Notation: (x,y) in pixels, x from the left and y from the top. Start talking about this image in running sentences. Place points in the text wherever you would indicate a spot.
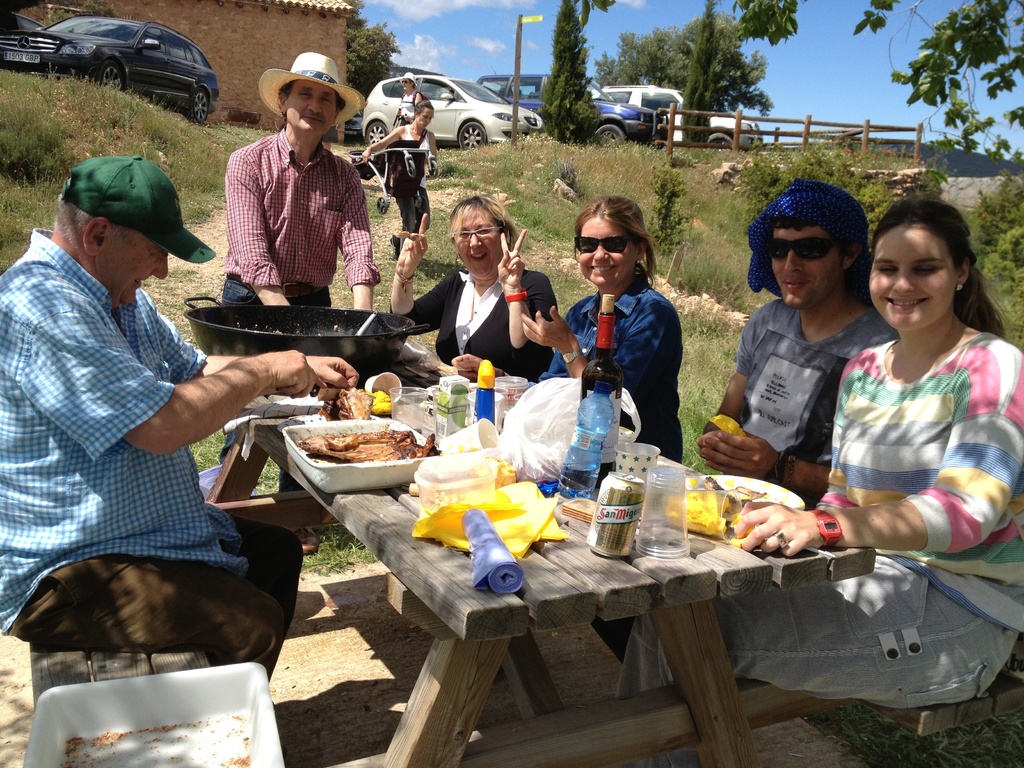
There are people (516,291) sitting together around the table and in the background (457,61) there are vehicles (639,118), trees (570,69) and the sky (451,49).
